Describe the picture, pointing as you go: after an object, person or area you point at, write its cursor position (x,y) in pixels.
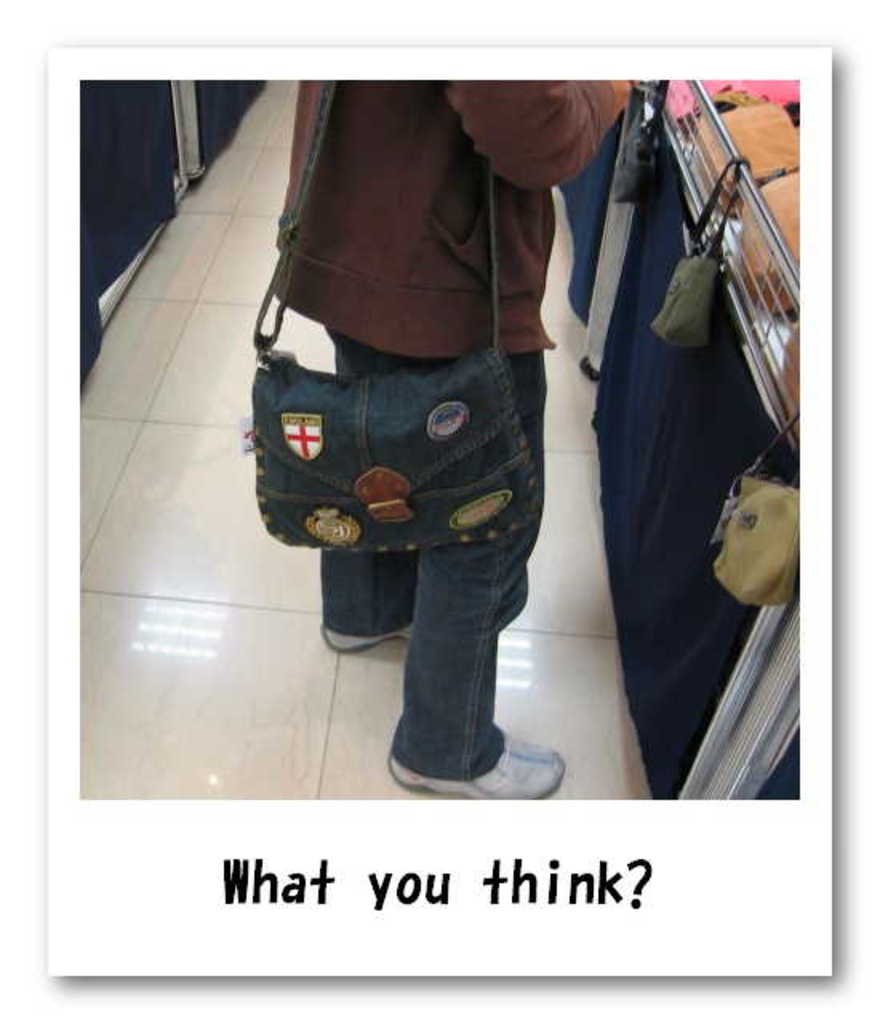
Here we can see a picture with a person (411,90) having a bag (485,414) with him and at the bottom (429,868) we can see what you think written on it
